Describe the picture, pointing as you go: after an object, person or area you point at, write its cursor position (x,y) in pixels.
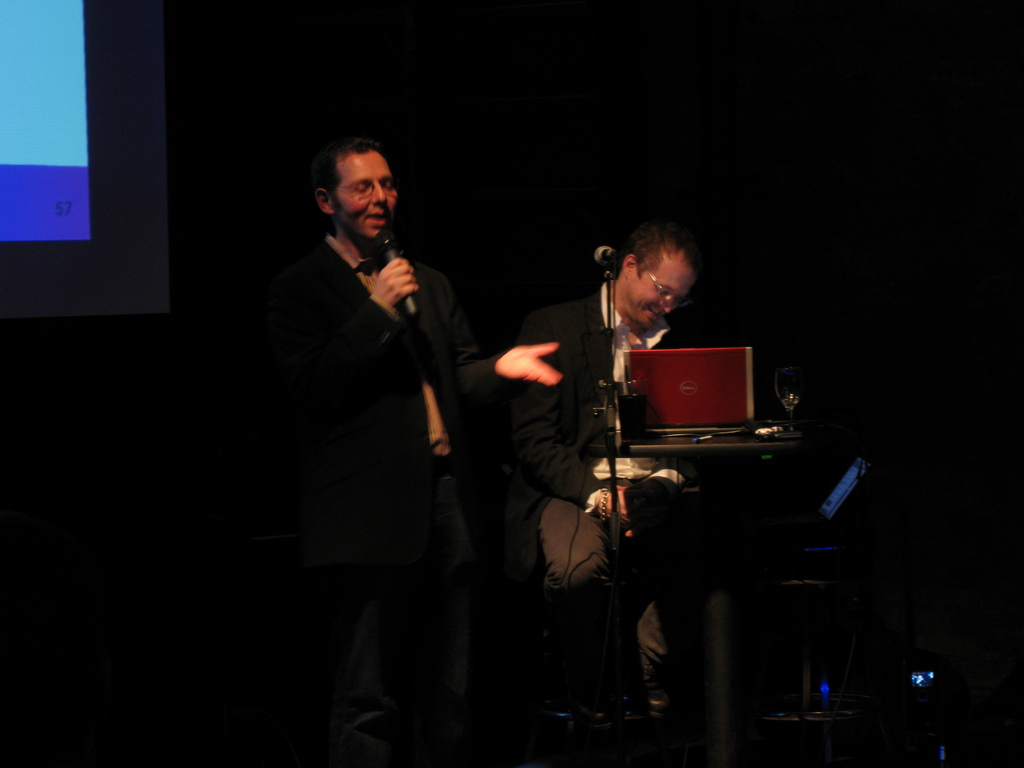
In the center of the picture (453,349) there is a man (386,356) holding a mic (388,274), beside him there is another person (576,441) sitting. In the foreground (695,367) there is a desk (721,437), on the desk (678,441) there are laptop (734,423), paper (763,433), glass (796,394) and other object (642,410), beside the table (648,443) there is a microphone (618,651). On the left (89,190) there is a projector screen (115,101). The background (422,51) is dark.
